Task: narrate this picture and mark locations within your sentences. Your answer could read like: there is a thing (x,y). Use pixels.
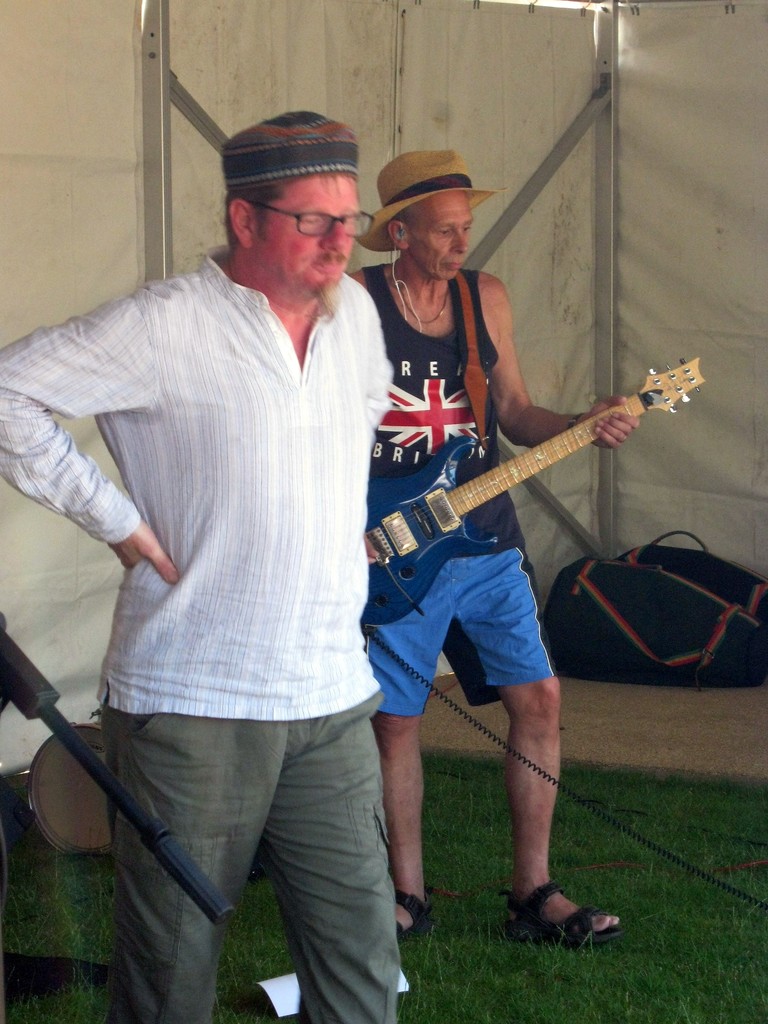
There are two men (311,466) standing. A man (247,542) with white shirt (281,557) is standing and kept a cap (264,140) on his head (287,237). And he is wearing spectacles (309,222). And a man (438,360) with black shirt (419,376) is standing on the grass (491,949) and playing a guitar (421,551). To the right corner (626,583) there is a bag (667,624). And in the background (612,234) there is a tent (522,131).
